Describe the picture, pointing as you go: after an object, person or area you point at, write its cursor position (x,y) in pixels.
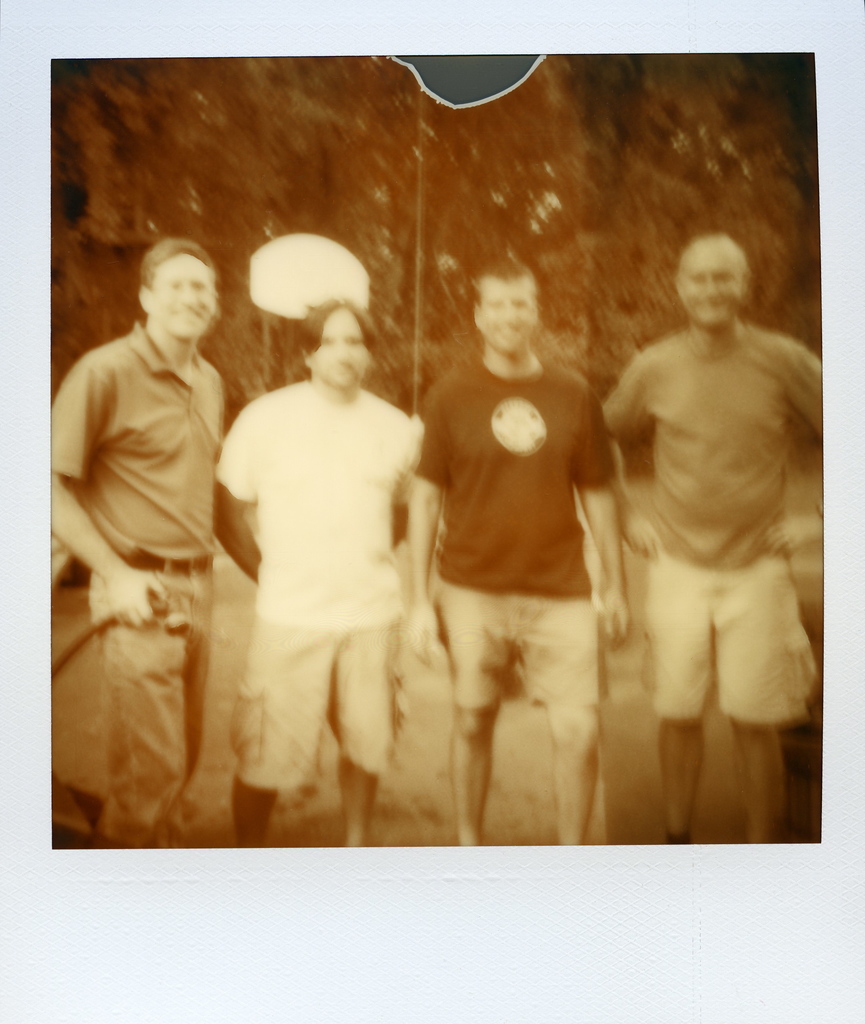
This is a blur image. In this picture we can see four people (391,660) standing and smiling. There are a few objects (324,257) visible in the background (304,261). Background (442,313) is blurry.
